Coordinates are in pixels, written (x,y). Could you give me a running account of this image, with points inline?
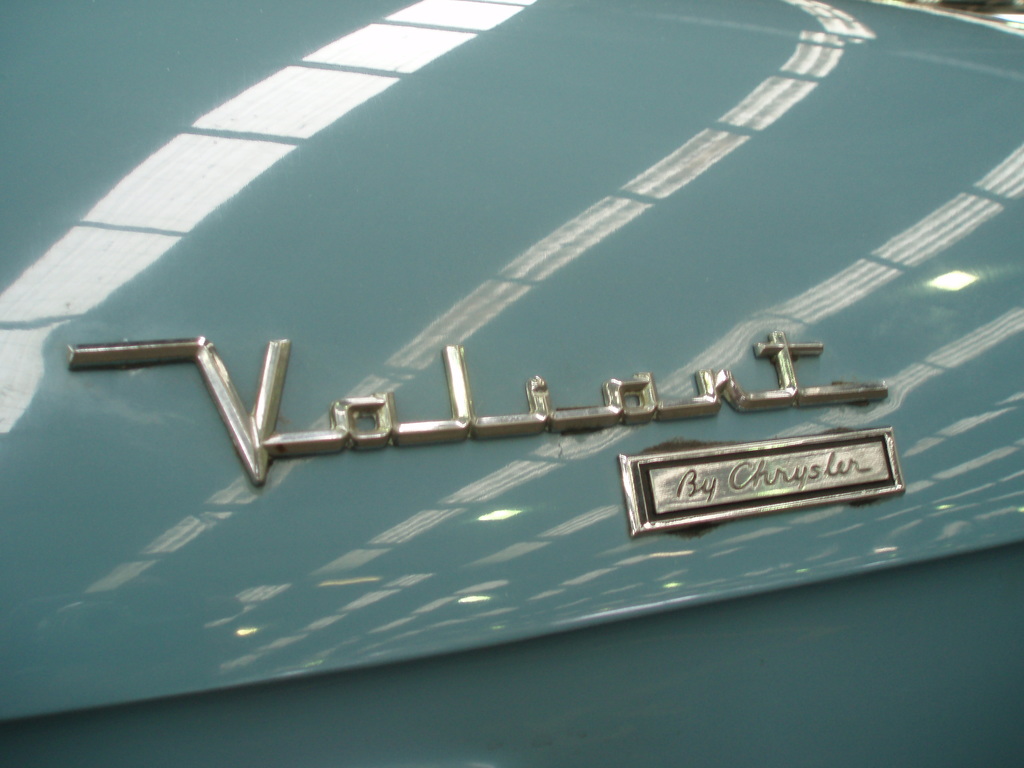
In this image we can see a metal (616,334), we can see some text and reflection (432,341) on it.
